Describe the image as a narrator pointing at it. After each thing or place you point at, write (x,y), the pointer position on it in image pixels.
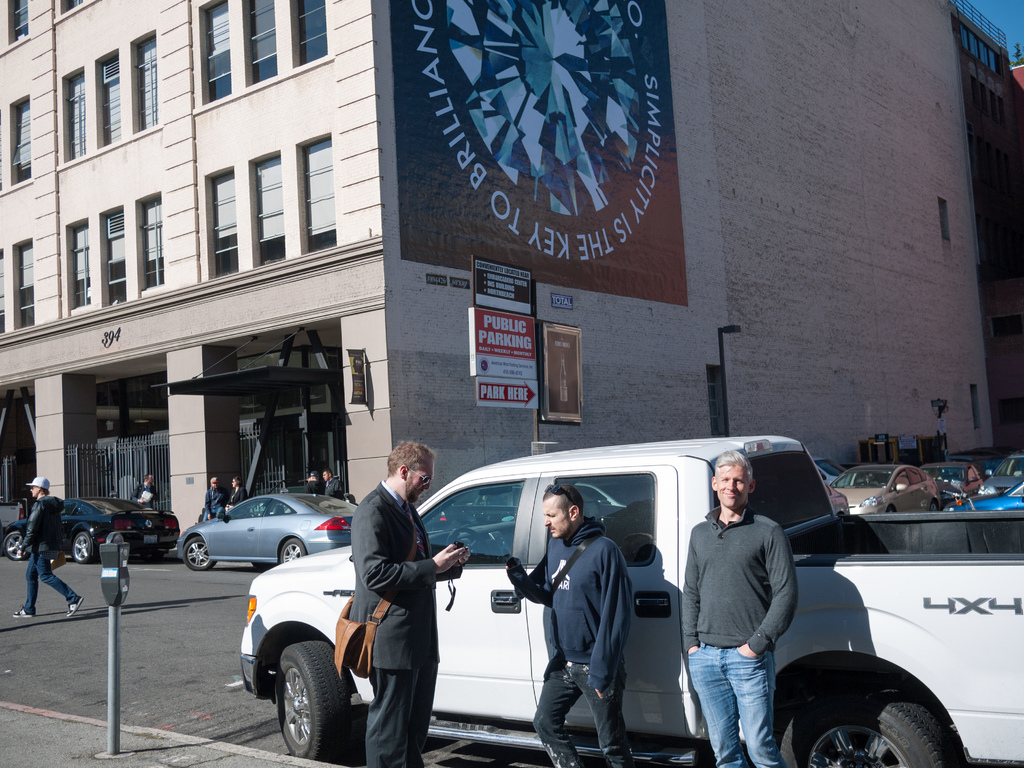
In this image we can see a group of vehicles (532,491) parked on the road (174,576). We can also see a group of people (573,656) standing beside them. On the bottom of the image (119,558) we can see a pole (124,572) on the ground (137,729). On the backside (289,372) we can see a building (116,333) with windows (272,260), pillars (199,496) and a fence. We can also see a poster (675,184) on a wall (752,415), a signboard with some text (528,379) on it, some poles (540,414) and the sky (1010,31).
